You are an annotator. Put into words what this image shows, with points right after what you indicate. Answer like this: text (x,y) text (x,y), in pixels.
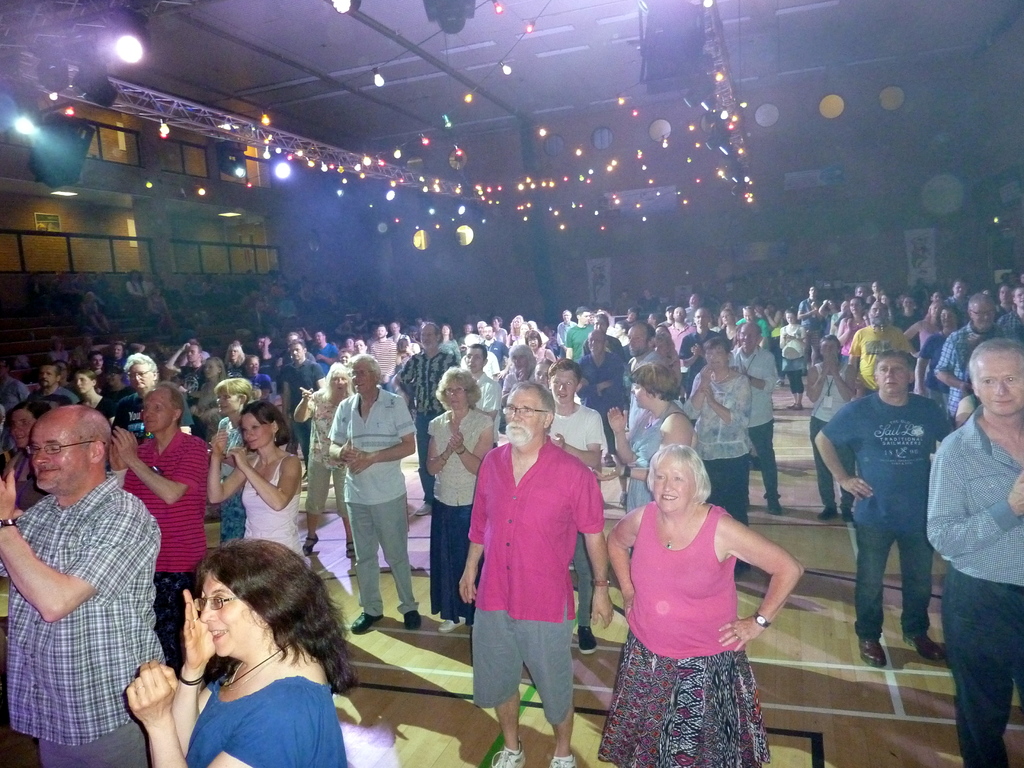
In this image we can see a group of people (900,383) standing on the floor (764,652). On the left side of the image (99,295) we can see some audience (236,301) sitting, barricades (66,244). In the background (915,271), we can see a poster (930,272) with some pictures (597,271). At the top of the image (63,67) we can see some lights (727,142).
